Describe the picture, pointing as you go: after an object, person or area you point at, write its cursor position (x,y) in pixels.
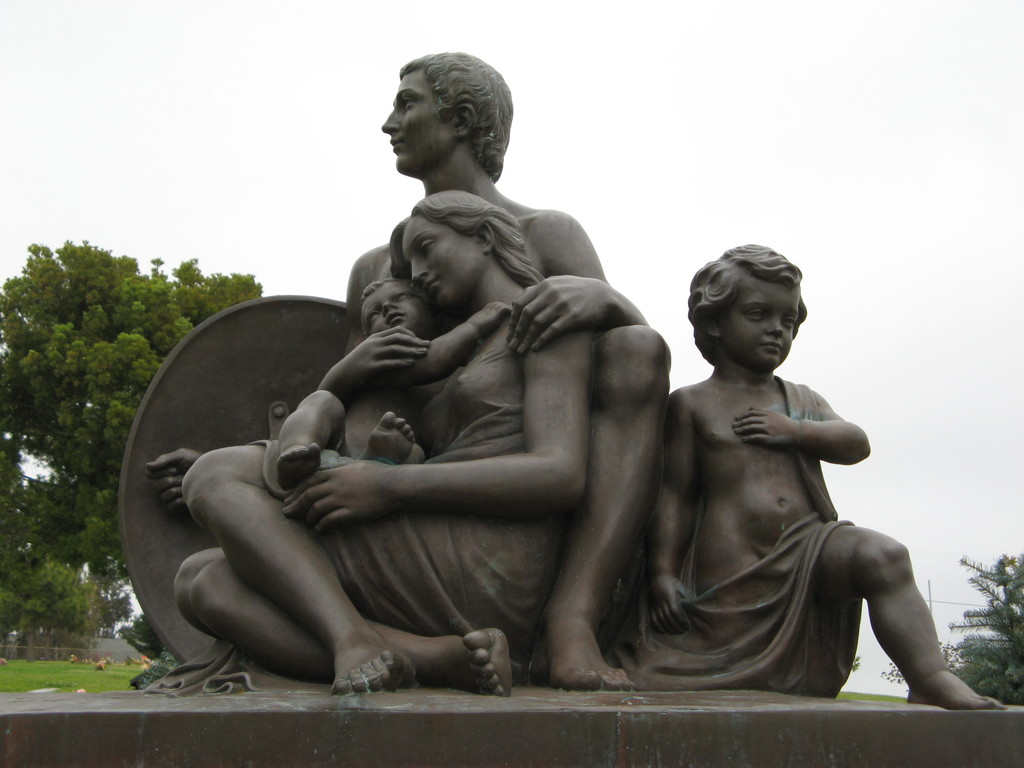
Here we can see statues (460,438). Background (116,29) there are trees (88,594), grass (24,686) and sky (210,178).
